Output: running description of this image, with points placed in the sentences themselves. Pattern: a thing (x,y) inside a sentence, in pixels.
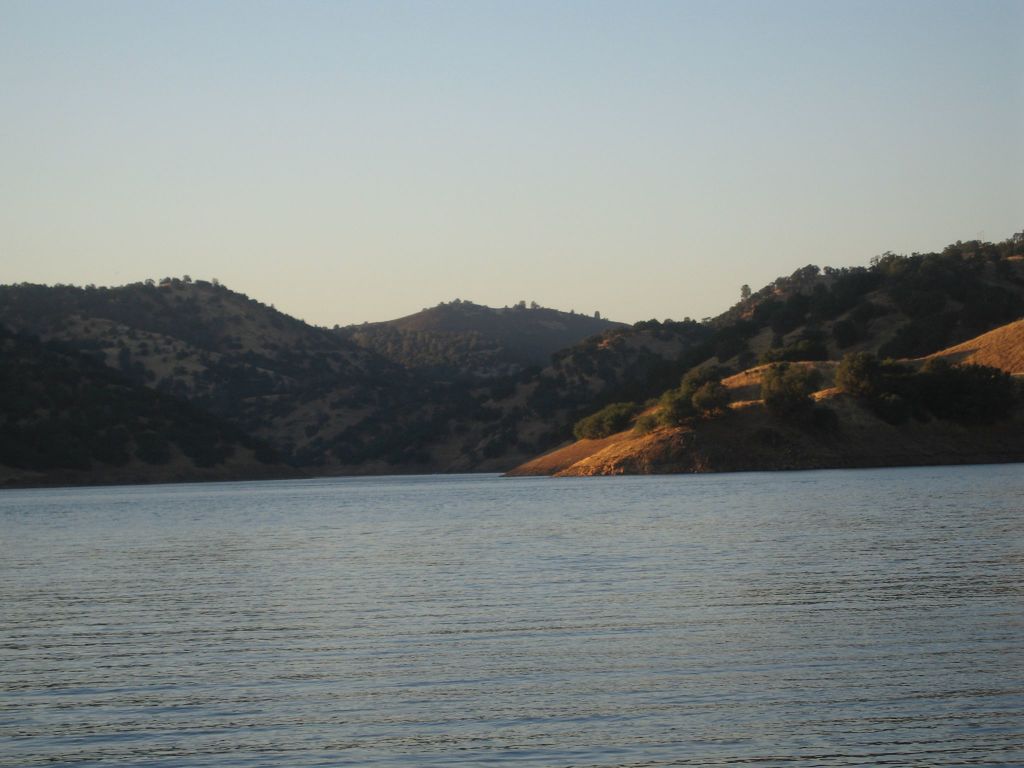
In this image, we can see some hills (879,429). There are a few trees (719,326) and plants (721,392). We can see some water (379,546) and the sky (331,325).
